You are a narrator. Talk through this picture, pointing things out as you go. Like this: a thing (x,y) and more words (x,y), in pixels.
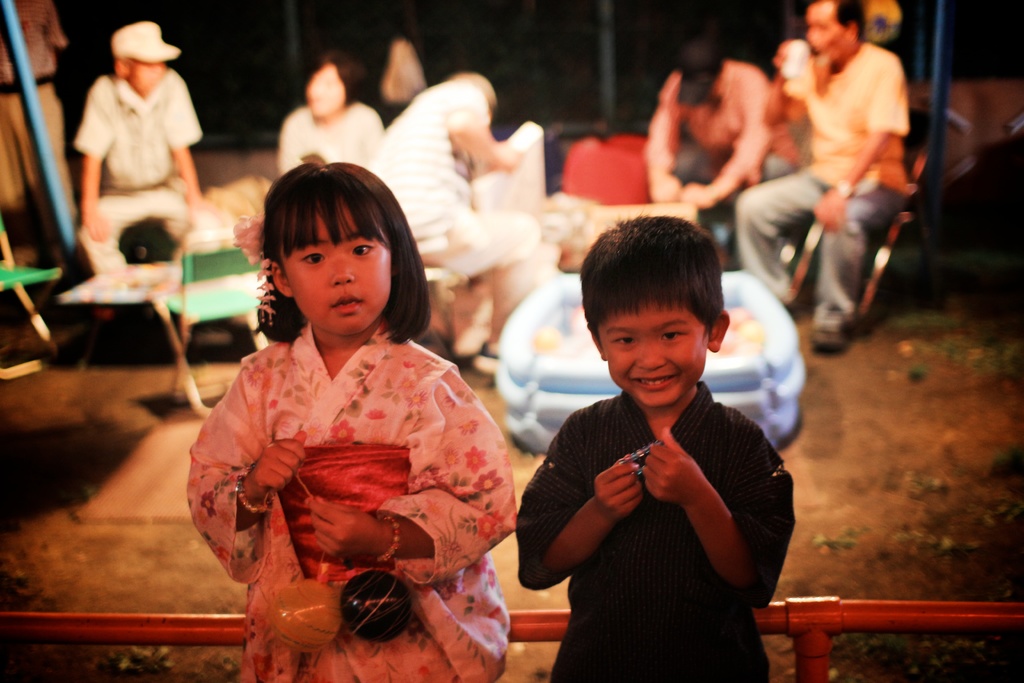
There are two children (409,320) in different color dresses (306,350), holding some objects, smiling and standing near a fencing (816,617). In the background (809,82), there are other persons (688,108) who are sitting and there are chairs (209,302). And the background (582,0) is dark in color.
